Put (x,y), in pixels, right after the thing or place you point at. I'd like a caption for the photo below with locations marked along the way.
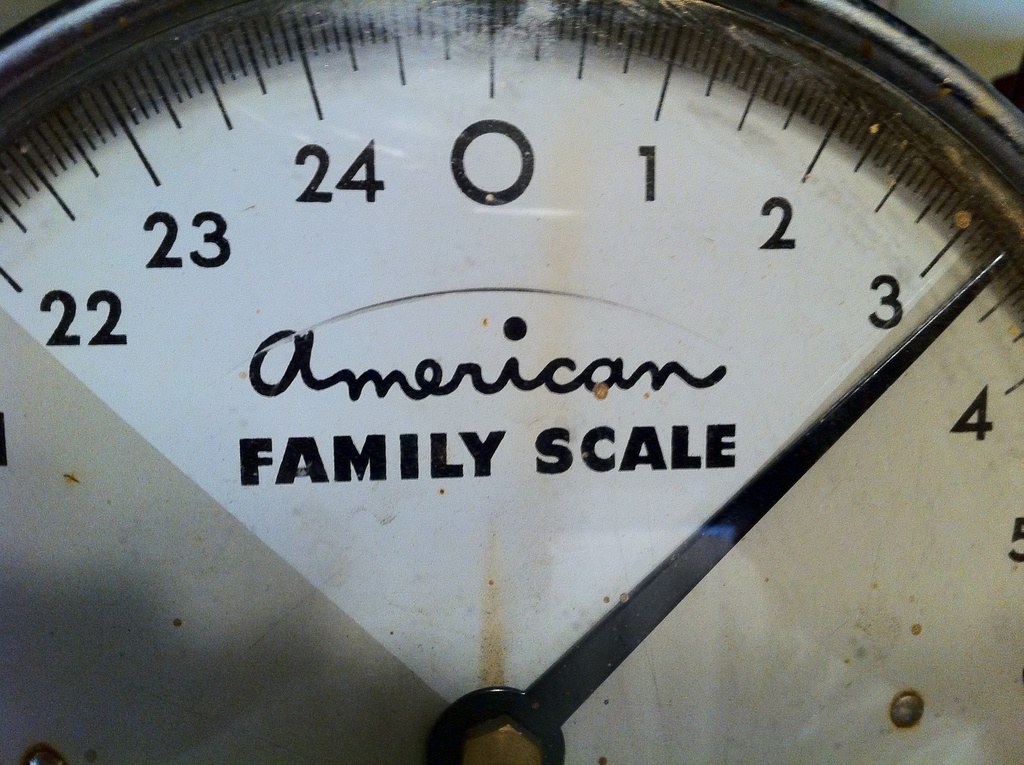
It is an indicator (673,476) in white color.
